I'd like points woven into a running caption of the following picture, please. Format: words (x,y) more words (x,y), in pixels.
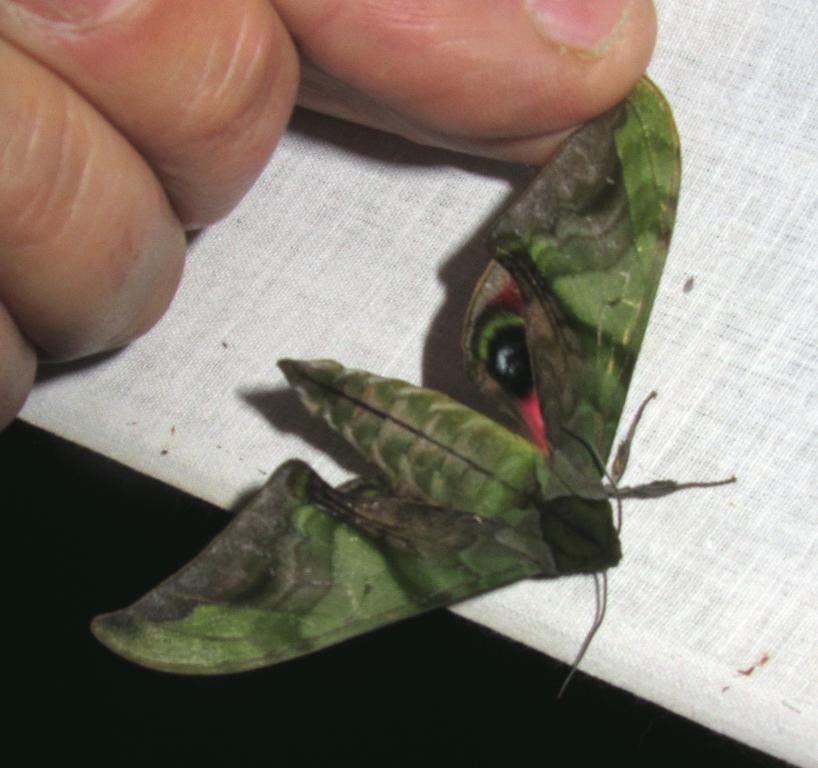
In this picture there is a person (477,13) holding the green color butterfly (474,489) and at the bottom (734,627) there is a white color cloth (734,595).
